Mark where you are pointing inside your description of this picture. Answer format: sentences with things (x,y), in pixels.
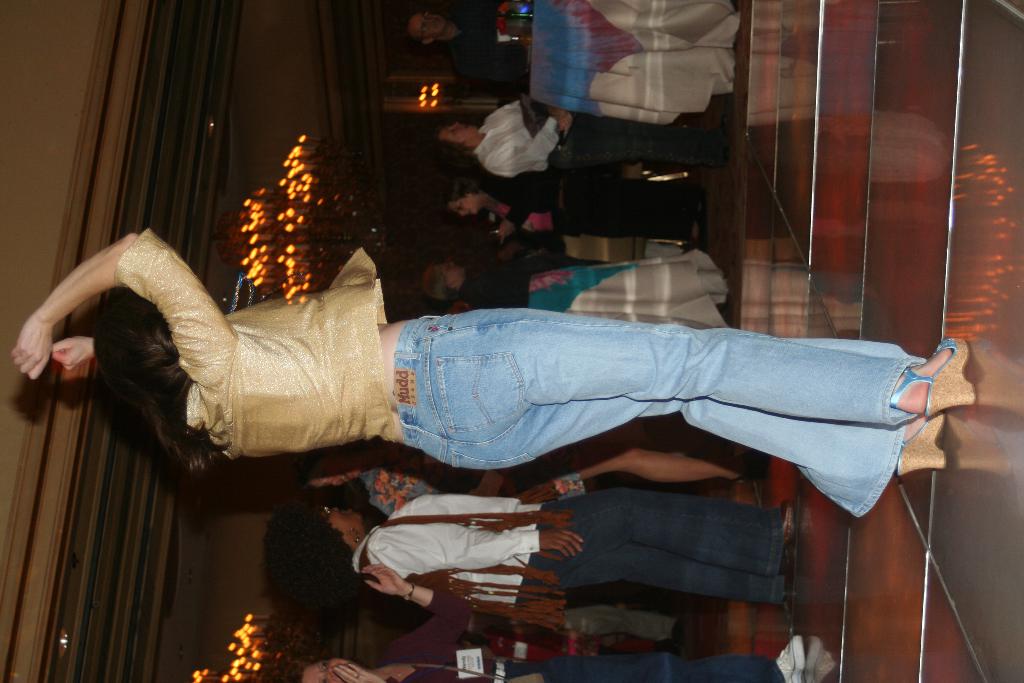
In the center of the image (461,409) we can see a woman (397,381) dancing on the floor (962,432). In the background (296,259) we can see persons (586,126), table (650,53), lights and wall (395,151).
